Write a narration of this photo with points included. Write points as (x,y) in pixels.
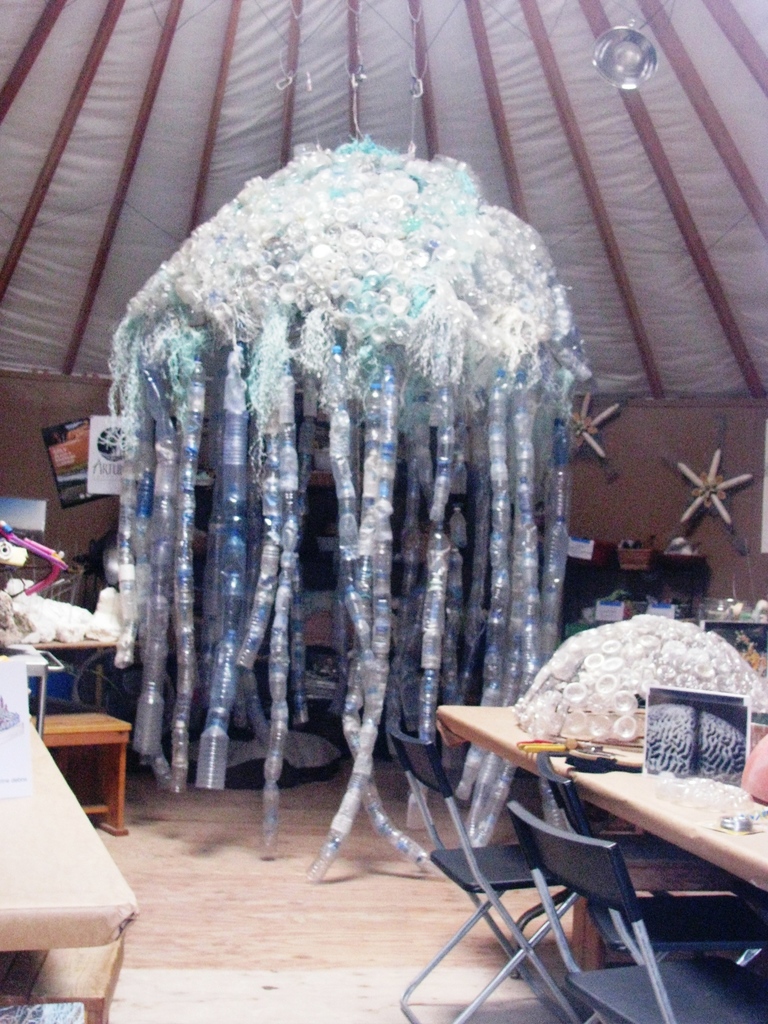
In this image I see art (324,271) made of bottles (443,511) over here and I see tables (507,719) on which there are many things (639,745) and I see chairs (747,994) and I see the wall (29,419) and I see the path (278,923). In the background (41,62) I see the red and white color cloth (303,133).
